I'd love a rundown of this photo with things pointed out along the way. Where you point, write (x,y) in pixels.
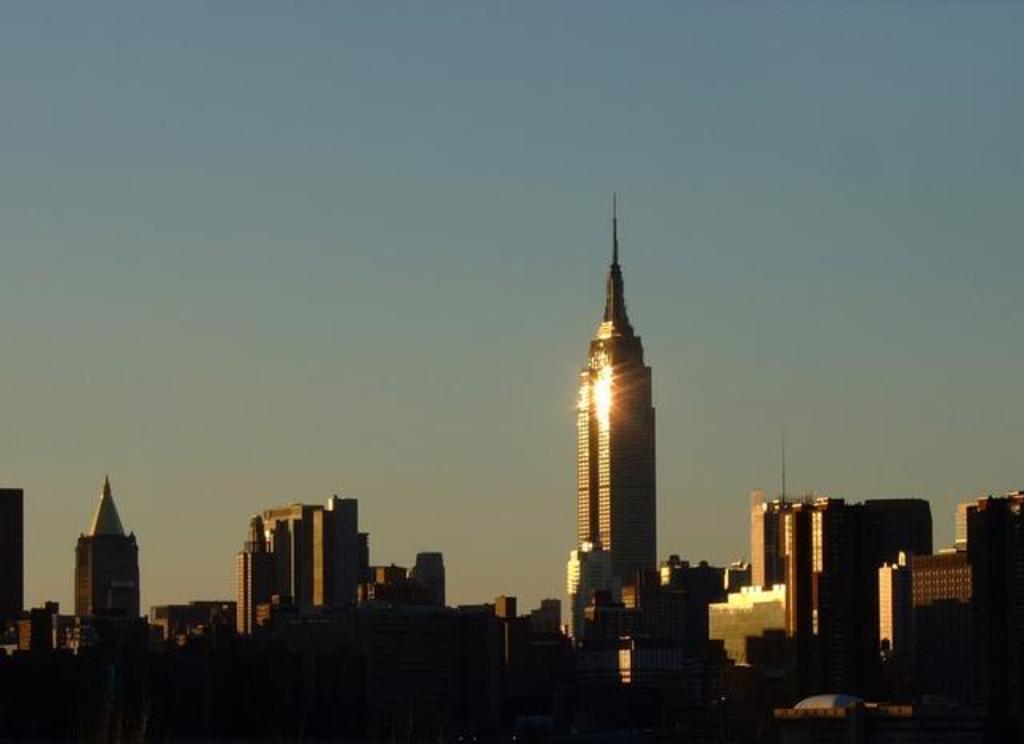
In the picture there are buildings (583,652) and there is a clear sky (48,530).
